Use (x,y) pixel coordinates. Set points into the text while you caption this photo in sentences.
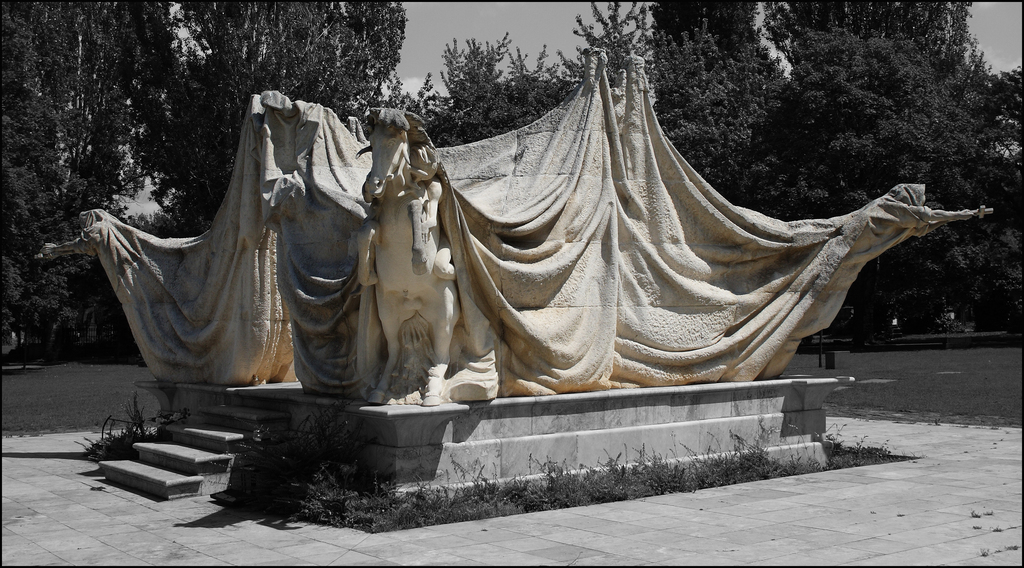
There is a statue (434,233) of a horse (402,246) and some other objects (567,229) and there are trees (864,97) in the background (746,77).
